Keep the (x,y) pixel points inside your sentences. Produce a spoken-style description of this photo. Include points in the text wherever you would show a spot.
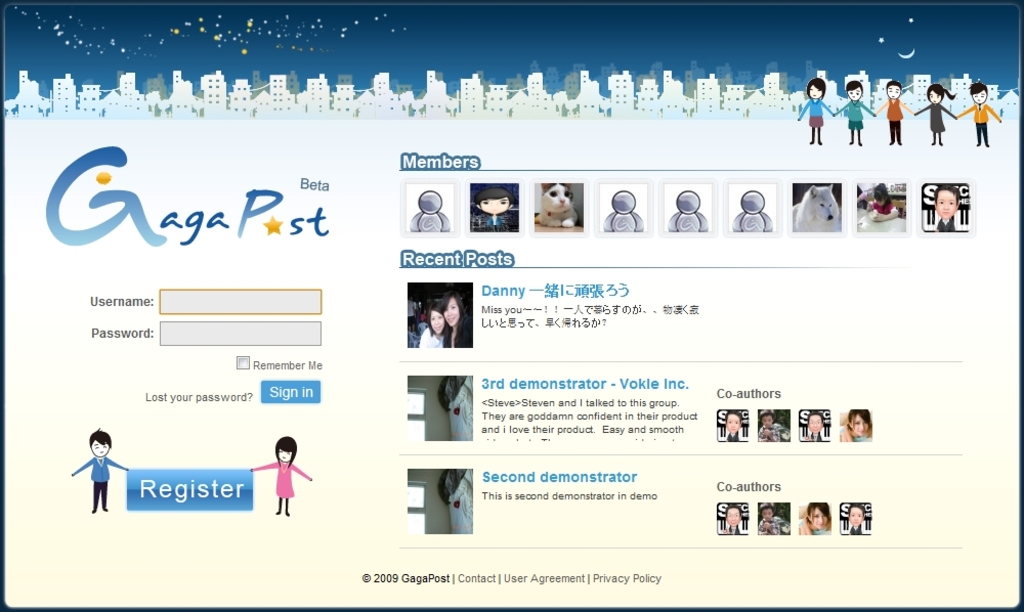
In this picture we can see a web page (362,471), on this web page (122,416) we can see people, buildings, dog (824,219), symbols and some text (191,394) on it.
